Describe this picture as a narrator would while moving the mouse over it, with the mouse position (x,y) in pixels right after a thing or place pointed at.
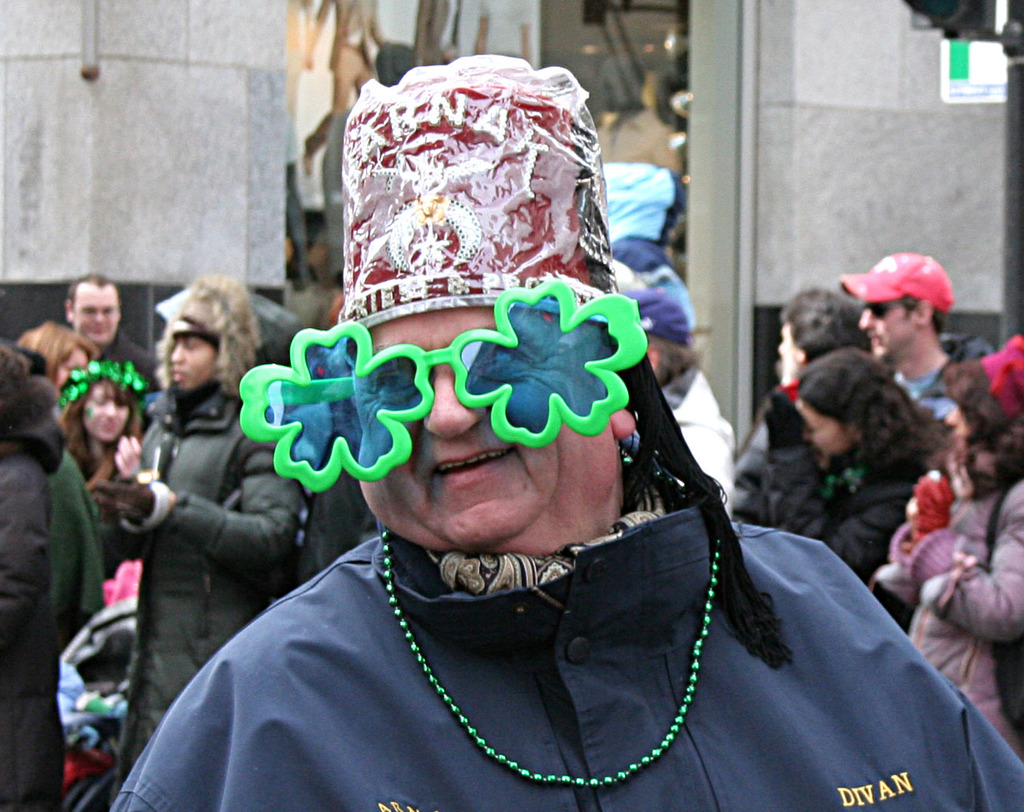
In this picture there is a person (543,464) in the center of the image (486,411), it seems to be he is wearing a costume (436,762) and there are other people (215,384) and a building (659,88) in the background area of the image (651,177), there is a poster (985,51) and a pole (1020,4) in the top right side of the image (978,67).
